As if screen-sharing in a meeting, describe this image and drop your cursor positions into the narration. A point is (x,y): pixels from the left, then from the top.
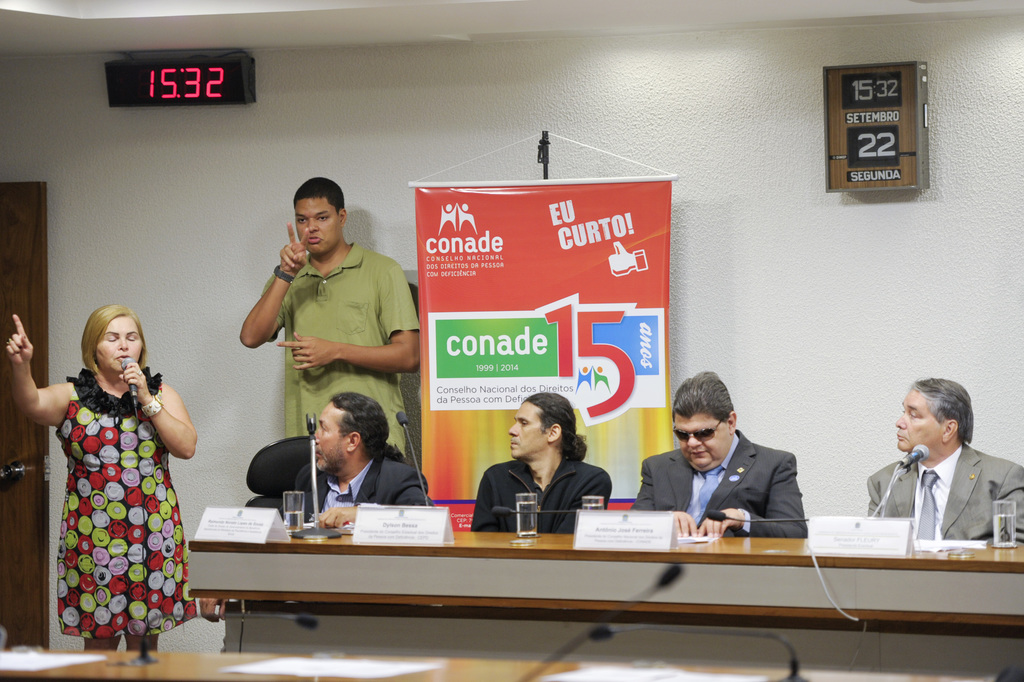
In this image there are four persons (571,463) sitting in front of the wooden table (469,579) and on the table (961,575) there are mikes (499,507) and also glasses (1010,511) of water (521,518) and also name boards (411,520). In the background (341,287) there are two people (72,492) standing. There is a plain wall (154,228) with a door (5,230). Image also consists of digital time (190,77).
